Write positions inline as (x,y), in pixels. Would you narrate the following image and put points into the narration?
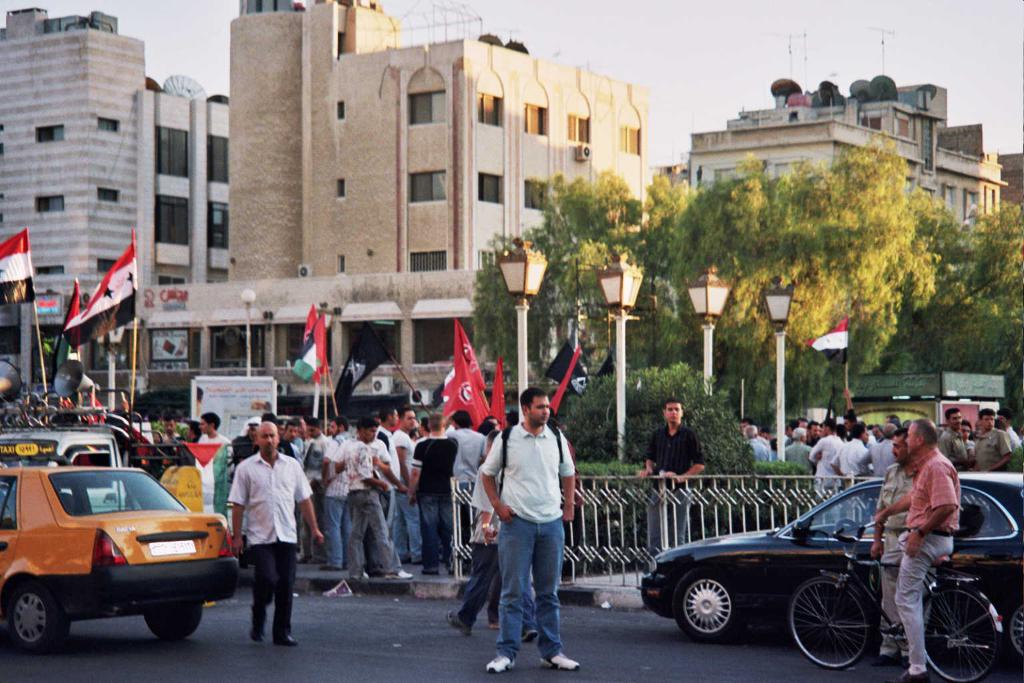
In this image, we can see vehicles (119,506) and people (882,505) on the road (634,612) and some are holding flags (323,367) and one of them is wearing a bag (561,448). In the background (115,361), there are lights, trees (746,211), buildings (450,135), boards (968,409), poles (324,383) and horns (9,380). At the top (718,33), there is sky (688,48).
